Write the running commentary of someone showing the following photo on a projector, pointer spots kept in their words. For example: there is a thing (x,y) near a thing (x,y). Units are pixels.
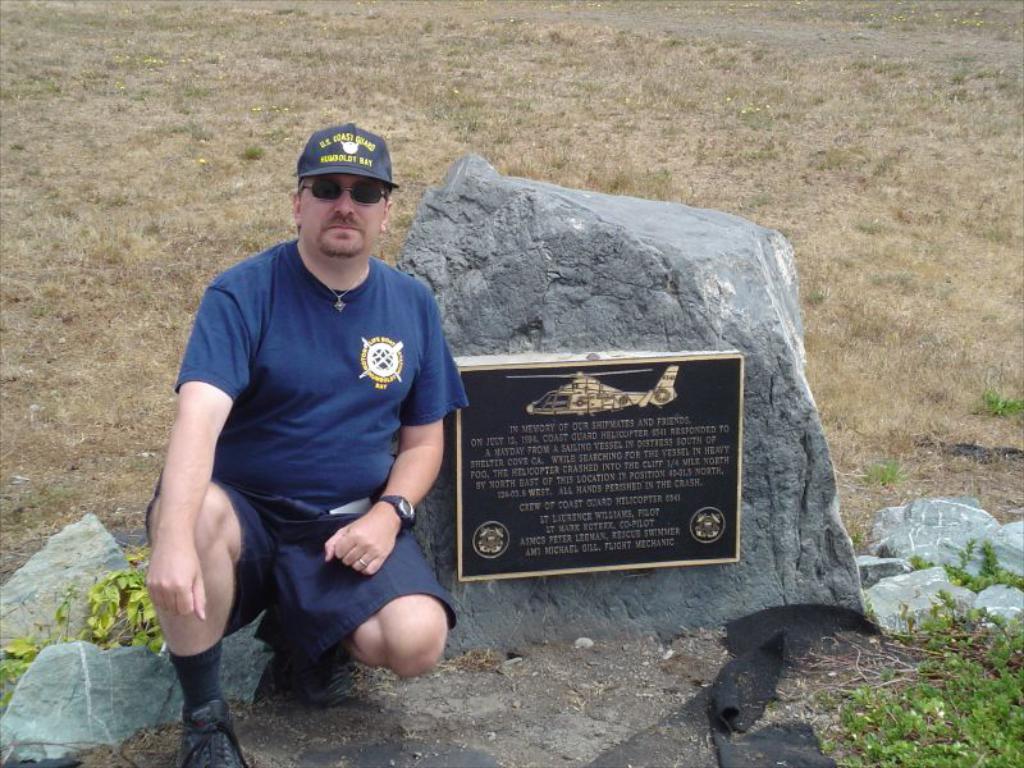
In the center of the image (541,403) we can see a board (624,412) is present on the rock (632,287). On the left side of the image (298,406) we can see a man (369,483) is sitting on his knees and wearing goggles (331,191), cap (365,169), watch (398,504). In the background of the image (135,521) we can see the ground (515,76). At the bottom of the image (1009,691) we can see some plants (978,670) and rocks (47,719).
